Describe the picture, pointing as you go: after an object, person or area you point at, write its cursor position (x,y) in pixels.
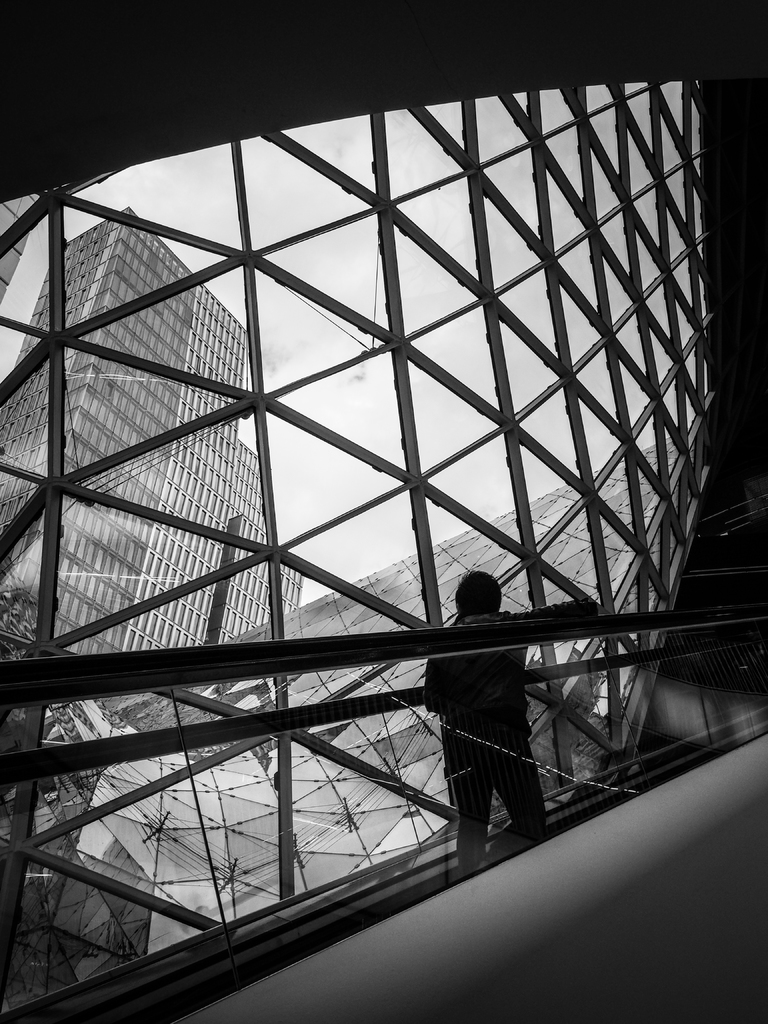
This is a black and white image. This picture is an inside view of a building (725,793). In the center of the image (488,652) we can see a person (494,661) is standing. In the background of the image (291,611) we can see the wall (728,123) and glass window (374,401). Through glass window (346,479) we can see the buildings (394,569), roof (427,742), sky (437,430).
